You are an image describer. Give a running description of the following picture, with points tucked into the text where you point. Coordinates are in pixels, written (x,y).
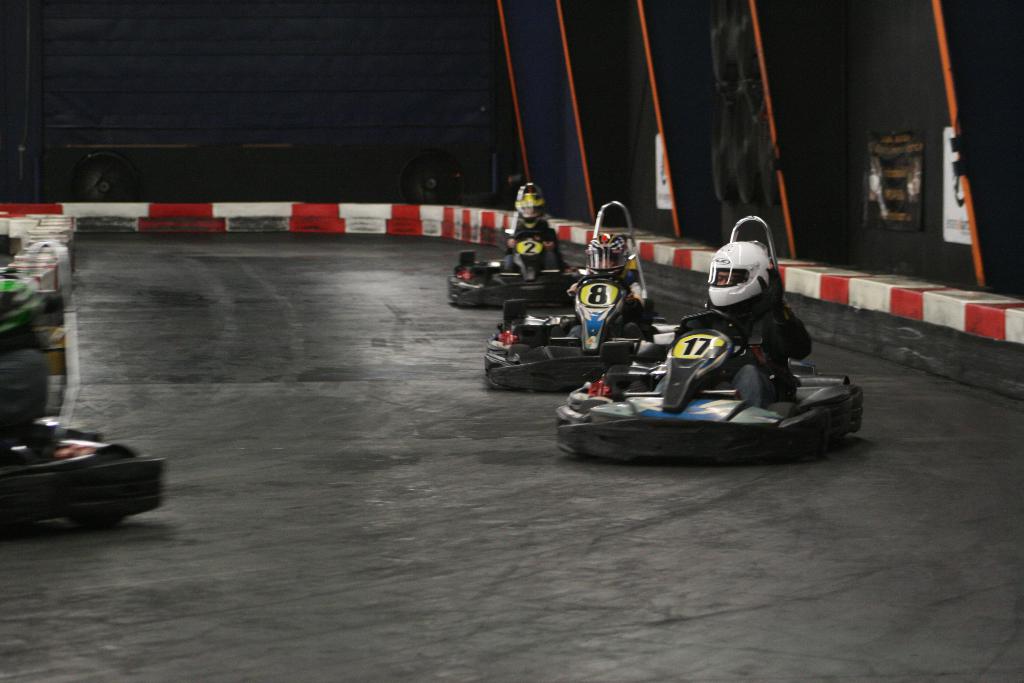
In this picture we can see people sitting on go karting vehicles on the ground (471,404) and in the background (844,257) we can see posters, wall (851,242), trolley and some objects (648,244).
